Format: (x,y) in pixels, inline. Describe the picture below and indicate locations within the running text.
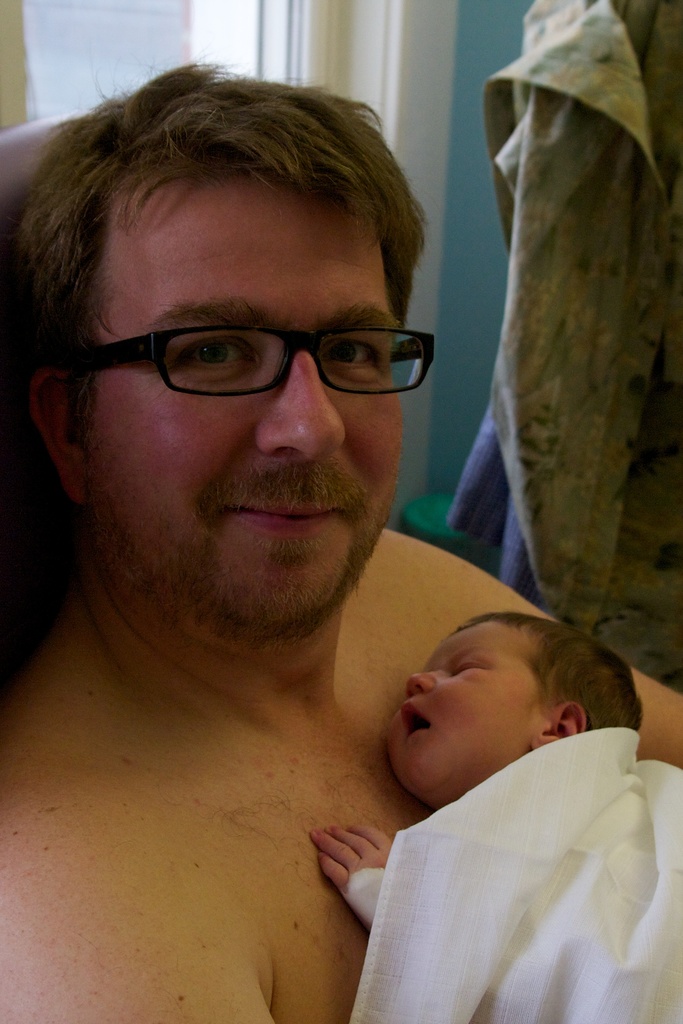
In the foreground of this picture (49,648) we can see a man (187,647) seems to be holding a baby (533,744). In the background (459,212) we can see the wall (479,112) and some clothes (592,372) and some other objects (182,60).
